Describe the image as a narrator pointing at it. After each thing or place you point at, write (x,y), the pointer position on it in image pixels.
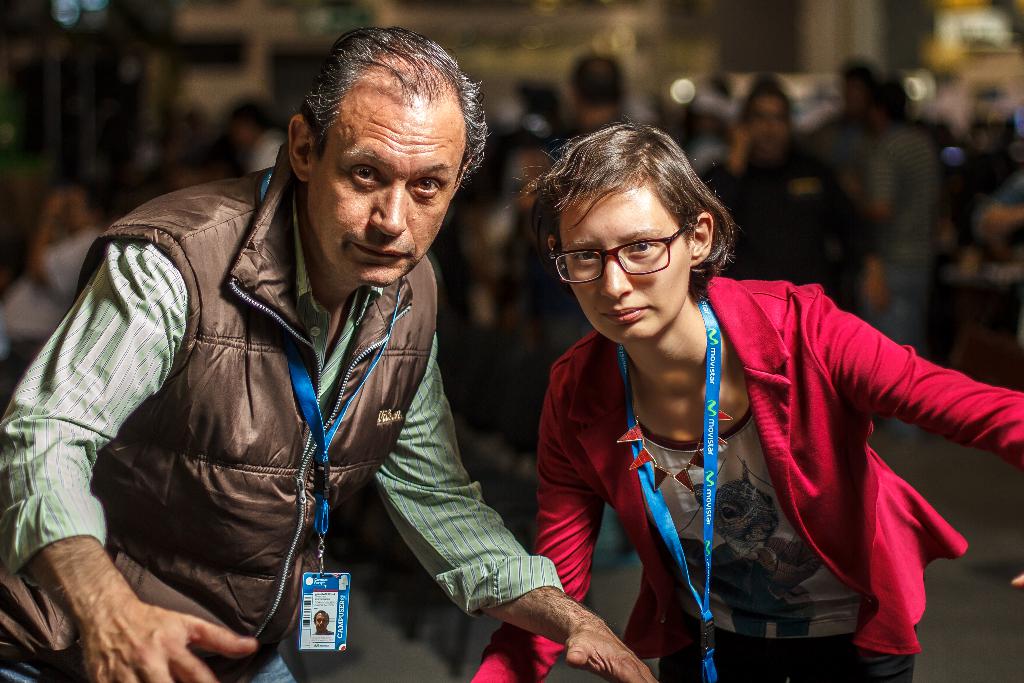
Background (1004,193) portion of the picture is blurry and we can see the people (888,98). In this picture we can see a woman (699,280) wore spectacles (598,268) and a man (216,506) beside to her. They both wore identity cards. In the right bottom corner of the picture (984,602) we can see the floor (972,621).
